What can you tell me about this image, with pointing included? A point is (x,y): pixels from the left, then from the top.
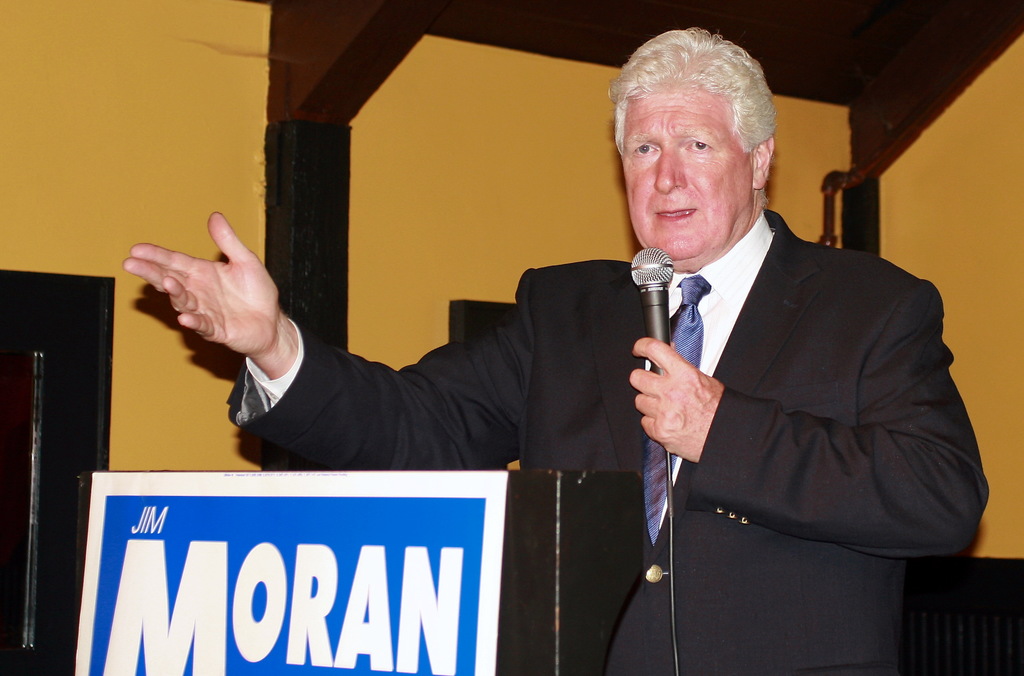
In this image, at the right side (892,543) there is a man (852,390) standing and he is wearing a black color coat (790,547), he is holding a microphone (658,365), at the left side (316,510) there is a blue color poster (490,481) on that MORAN is printed, at the background (174,112) there is a yellow color wall (185,191).
